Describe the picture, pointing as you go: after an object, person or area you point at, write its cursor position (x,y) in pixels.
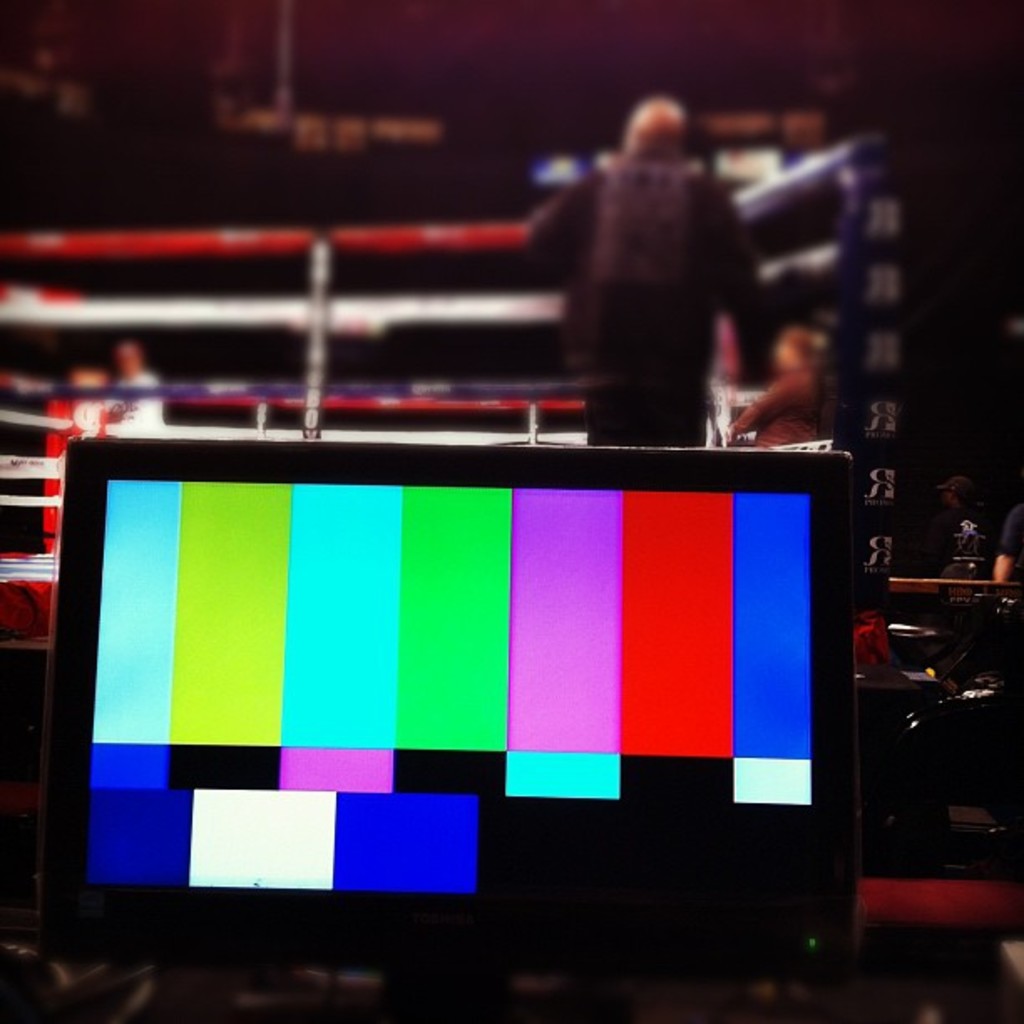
As we can see in the image there is a screen (475,756) and few people (630,344) standing here and there. The image is little dark.
